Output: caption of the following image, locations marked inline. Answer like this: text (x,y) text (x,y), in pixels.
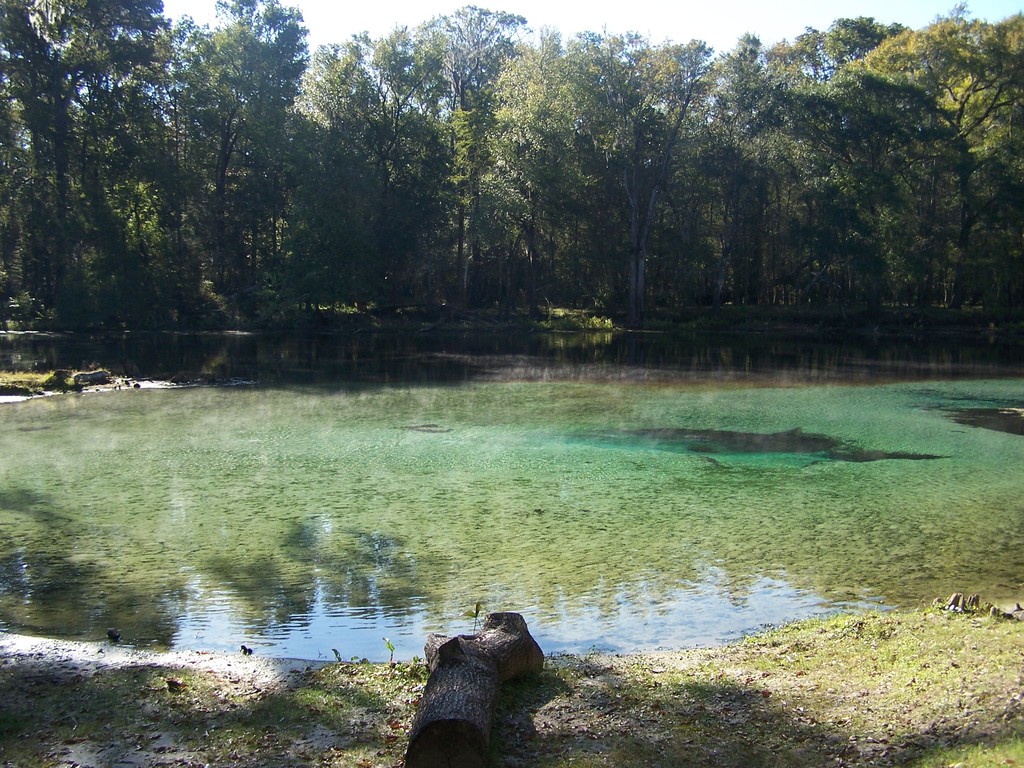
In this image, we can see a water (657,470). At the bottom (485,730), there is a wooden object (474,723) and grass (744,761). Background (277,19) there are so many trees (344,242) and sky (288,6).
